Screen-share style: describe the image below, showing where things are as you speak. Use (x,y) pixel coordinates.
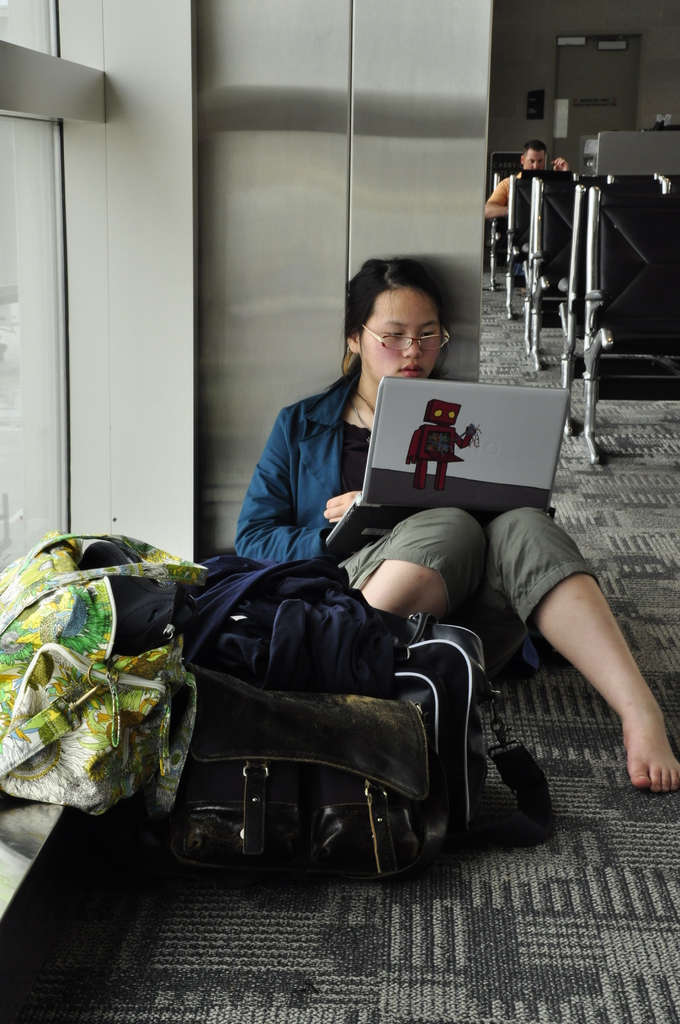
In this image we can see a woman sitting on a floor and she is working on a laptop (437,421). Here we can see a few bags (422,702) which are on the left side (35,560). In the background (507,208) we can see a person (500,187) sitting on a chair (496,233) and he is on the top right side (566,164).
